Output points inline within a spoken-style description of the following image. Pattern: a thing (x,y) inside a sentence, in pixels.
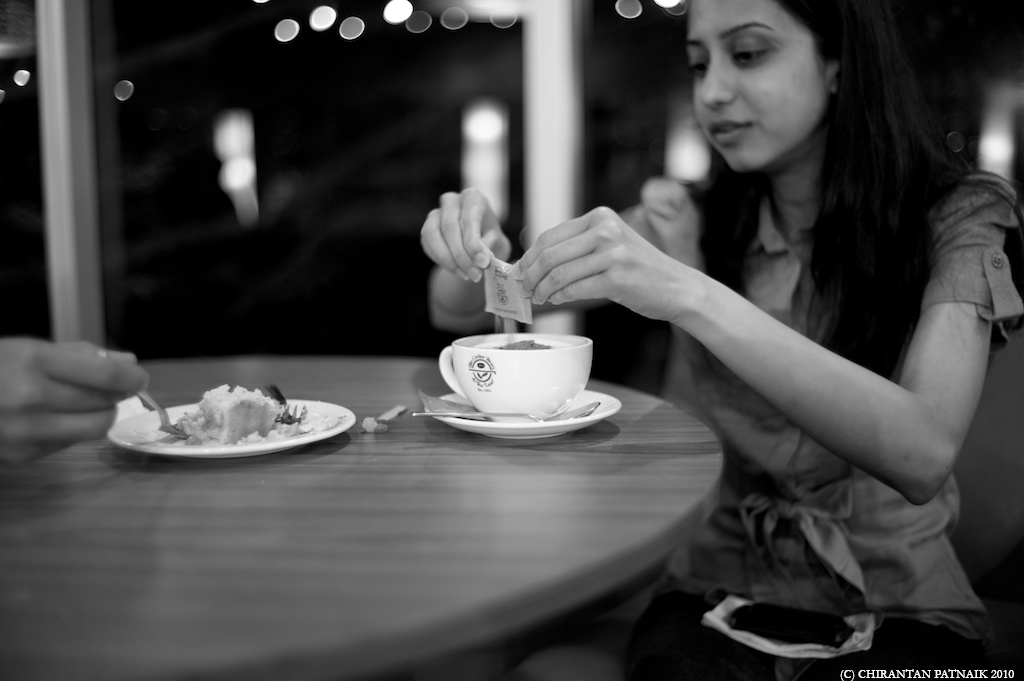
In this image I can see a woman (871,293) is sitting and here on this table (644,427) I can see a cup (516,399). I can also see a hand (120,401) of another person (19,428) and here a plate (167,450) with food (222,415).
